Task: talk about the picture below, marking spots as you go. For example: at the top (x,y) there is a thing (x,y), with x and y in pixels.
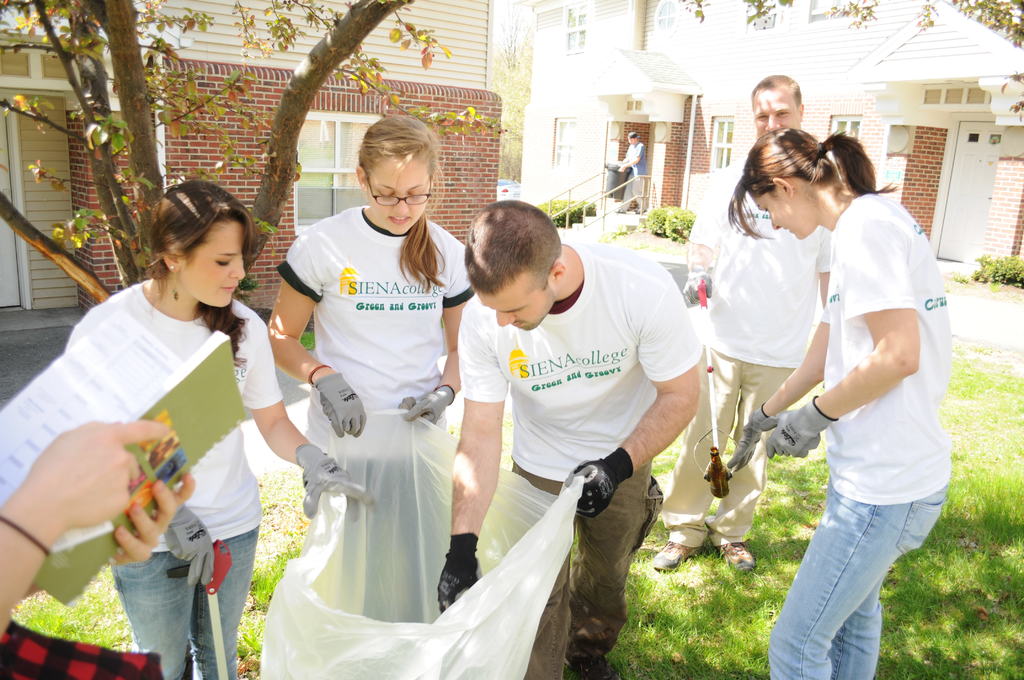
In this image I can see five persons (548,378) wearing white t shirts (524,339) and gloves (346,414) are standing and few of them are holding plastic bag (371,430) in their hands (310,508). To the left side of the image (9,596) I can see a person's hands (99,468) holding a book (174,465). In the background (985,141) I can see few trees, few buildings (685,120), few stairs (592,236), a person (629,194) standing and holding a black colored bin (619,173) in his hands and the sky (531,41).
